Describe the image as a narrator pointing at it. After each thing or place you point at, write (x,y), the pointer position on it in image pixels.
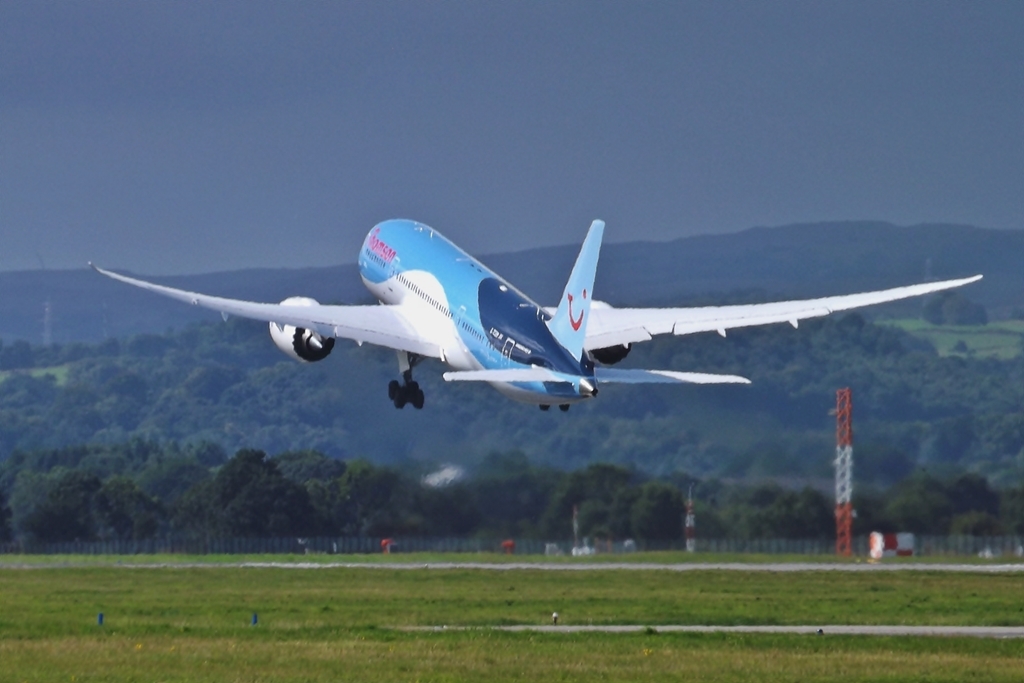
In this image we can see a flight (398,309) flying. On the ground (285,594) there is grass (590,637). In the back (691,505) we can see towers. Also there are trees (512,427), hill (358,283) and sky (332,160).
